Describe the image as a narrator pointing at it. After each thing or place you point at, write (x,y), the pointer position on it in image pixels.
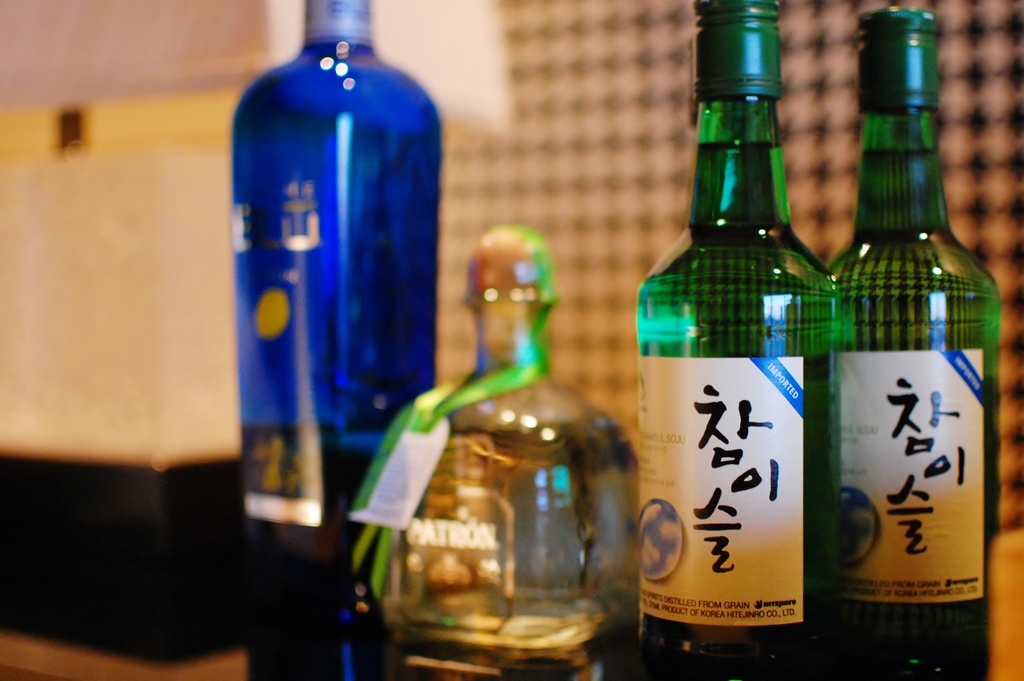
In this image I see 4 bottles (745,80) and 2 of them are green in color and one of them is blue in color.
